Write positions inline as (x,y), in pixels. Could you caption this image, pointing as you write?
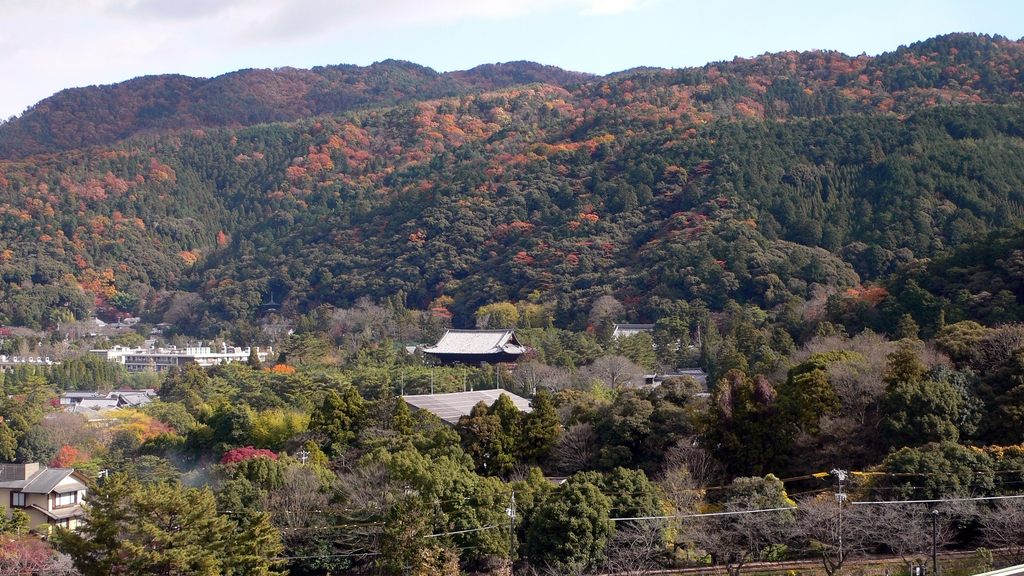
In this picture there are houses (455,331) in the center of the image (506,362) and there are trees (637,352) around the area of the image, there are poles (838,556) at the bottom side of the image (935,510).
